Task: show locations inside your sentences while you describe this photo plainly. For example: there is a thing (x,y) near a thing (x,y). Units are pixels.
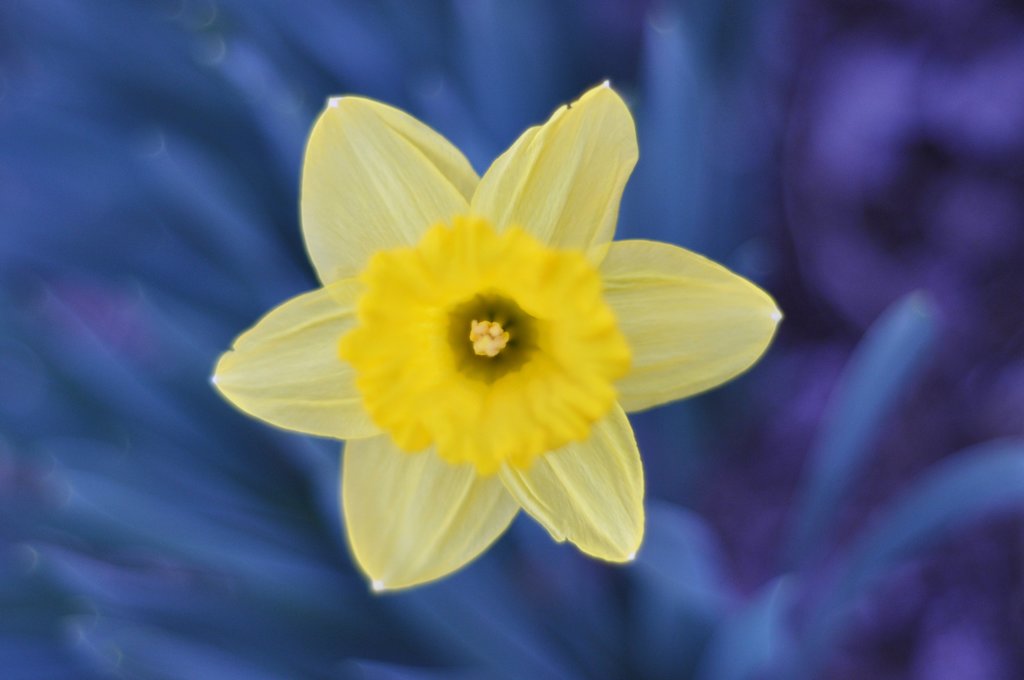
In this image there is a flower (519,269), in the background (306,33) it is blurred.
